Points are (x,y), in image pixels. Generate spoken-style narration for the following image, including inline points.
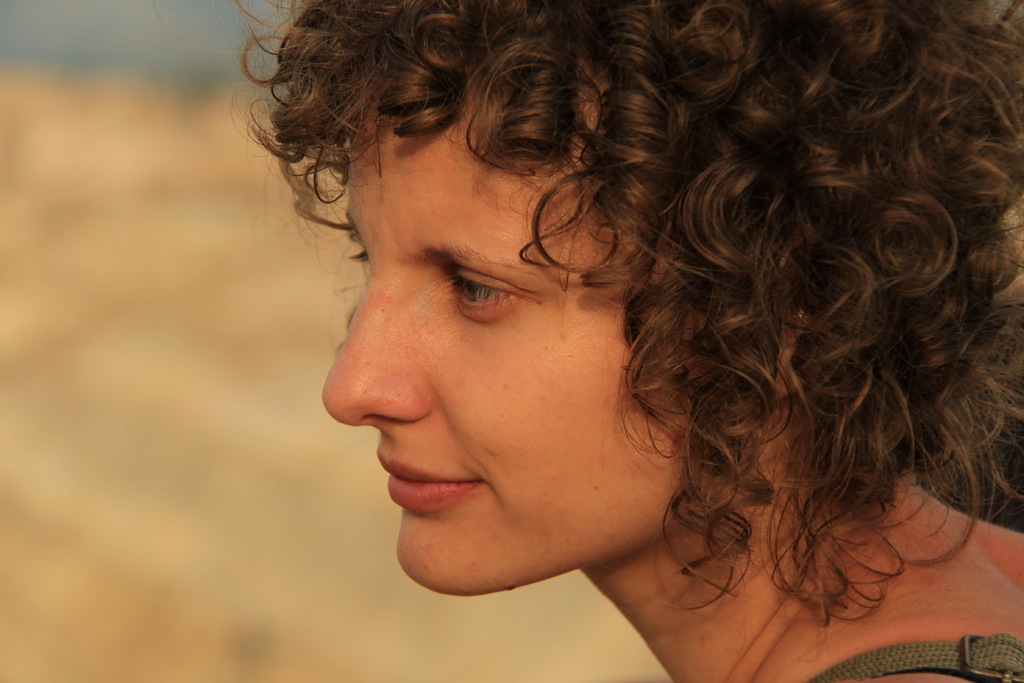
In the foreground of this picture (451,352), there is a woman (431,472) having curly hair (718,149) and the left side of the image (127,362) is blurred.
